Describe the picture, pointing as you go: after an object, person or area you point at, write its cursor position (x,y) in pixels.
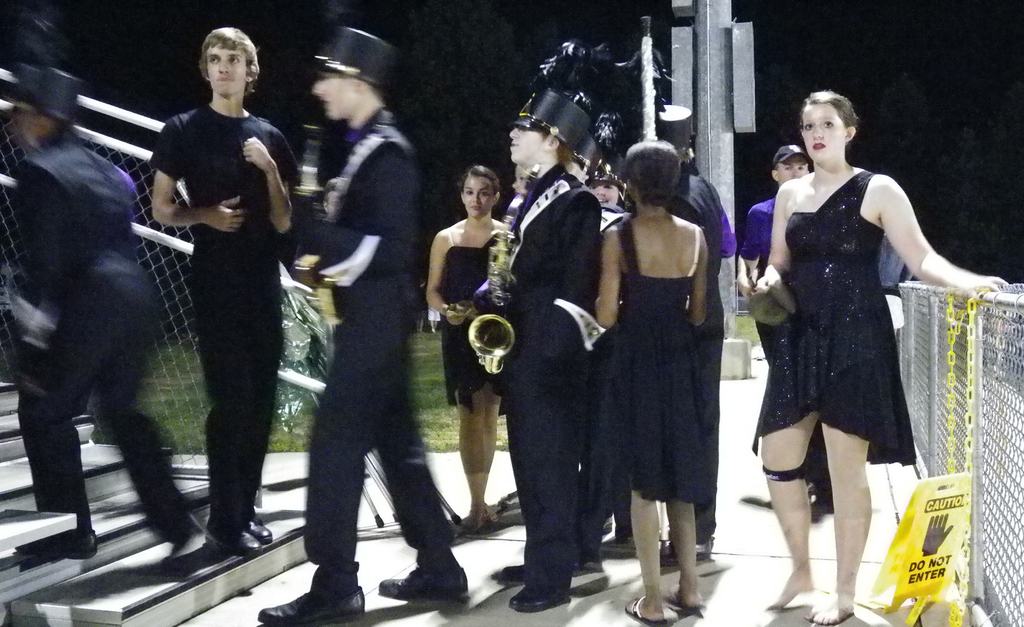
In the center of the picture (382,275) there are group of people (466,275) standing, few are holding saxophones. On the left (131,548) there are staircase (4,466). On the right (956,458) there is fencing (903,386). In the background (470,129) there are poles (704,36), grass (443,365) and other objects (686,88) and it is dark.
